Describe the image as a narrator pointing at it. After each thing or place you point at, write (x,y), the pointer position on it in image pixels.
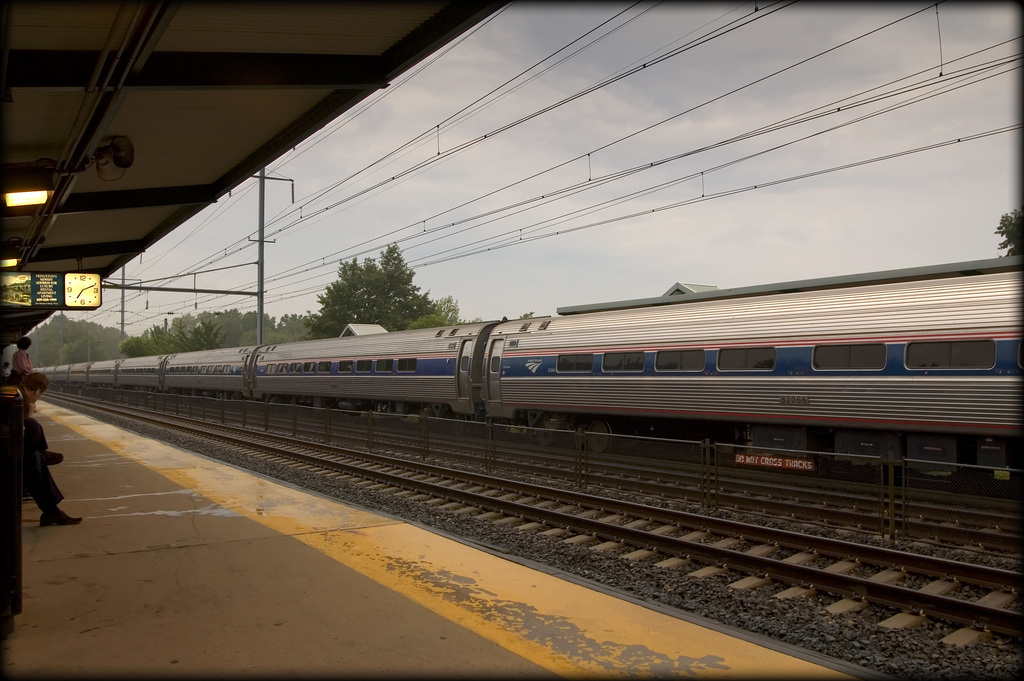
In this picture we can see a train (712,421) on the track (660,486), beside the train (754,311) we can see few trees (350,288) and poles (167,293), on the left side of the image (29,480) we can see few people (28,456), lights (8,196) and a digital board (64,284), in the background (137,304) we can see cables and clouds (466,163).
